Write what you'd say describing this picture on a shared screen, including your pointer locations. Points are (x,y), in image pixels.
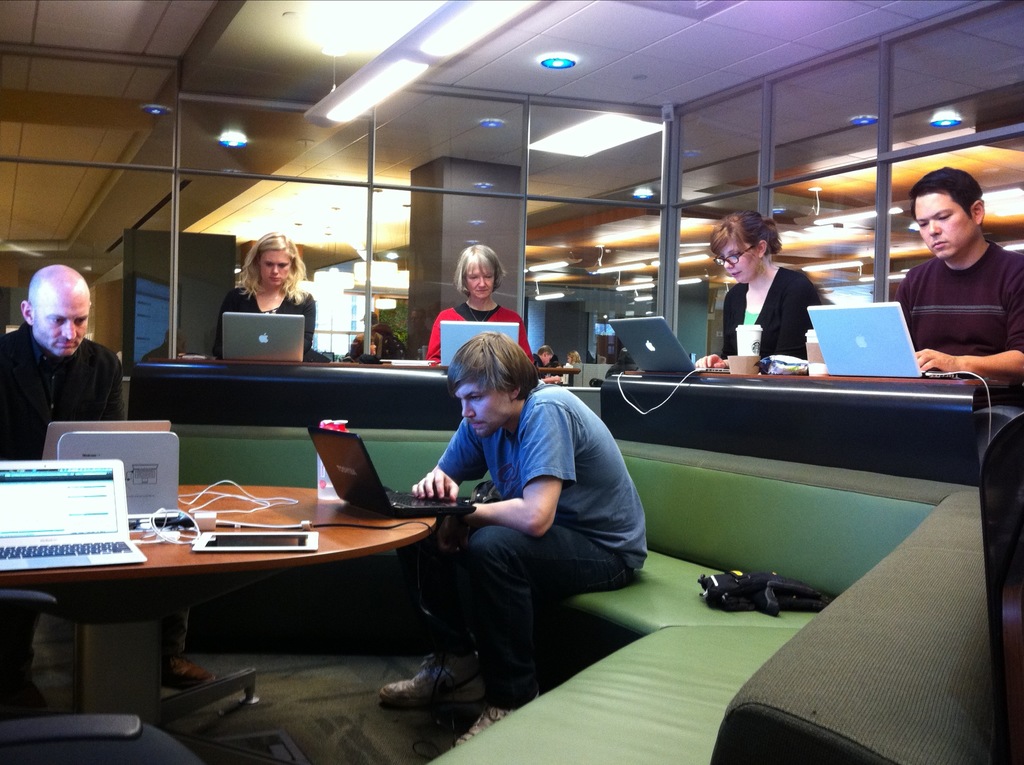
In this image we can see every person (746,312) is sitting and using the laptops (67,433). We can see cups (752,343), wires (217,497) and glass windows (294,231) in the background of the image (375,203).
